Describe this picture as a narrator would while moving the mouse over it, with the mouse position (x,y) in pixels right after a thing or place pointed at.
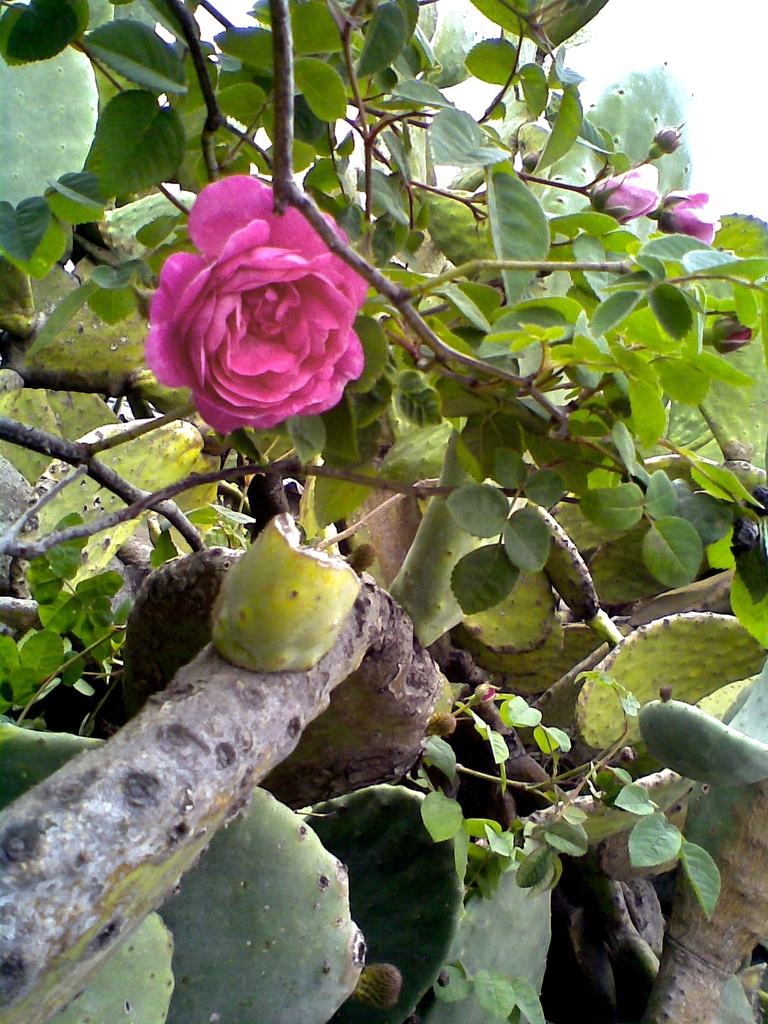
In this picture I can see plants (484,215) with flowers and buds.
